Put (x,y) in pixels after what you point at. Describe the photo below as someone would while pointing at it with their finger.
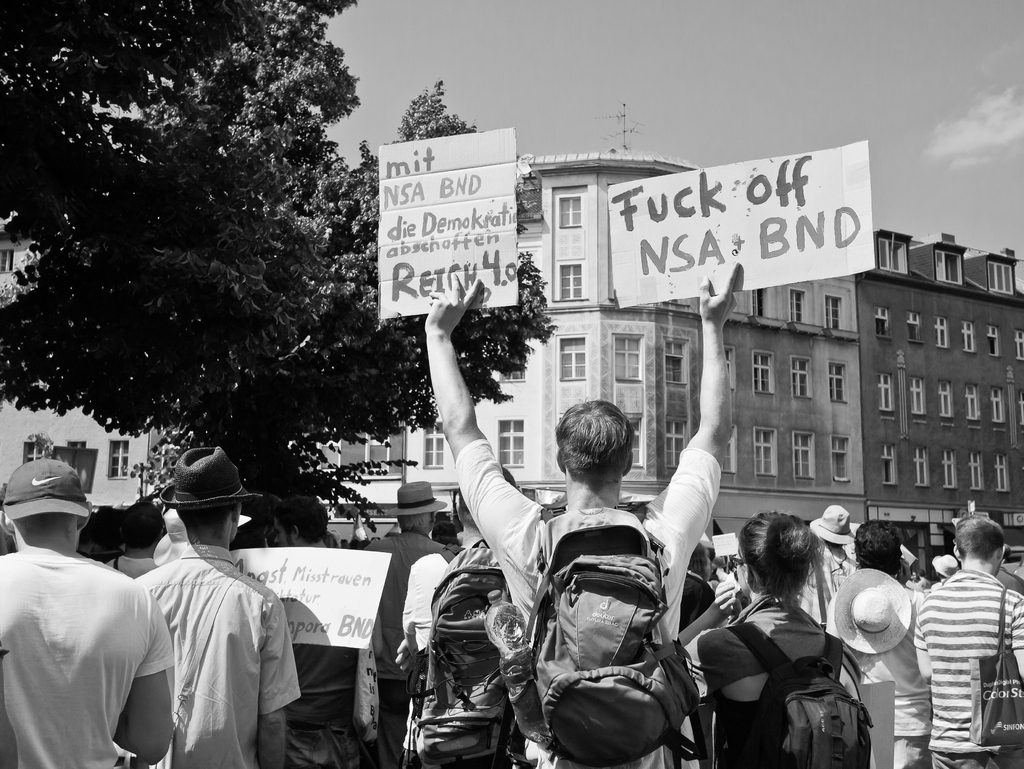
This picture is in black and white. At the bottom (253,530), there are people (927,679) facing backwards. In the center (490,482), there is a person (529,753) wearing a bag (611,527) and holding boards (625,233) in his hands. In each board (757,248), there is some text (450,284). Beside him, there is a woman (738,578) carrying a bag (803,690). In the background (518,386), there is a building (836,453), trees (360,217) and a sky (588,130).
